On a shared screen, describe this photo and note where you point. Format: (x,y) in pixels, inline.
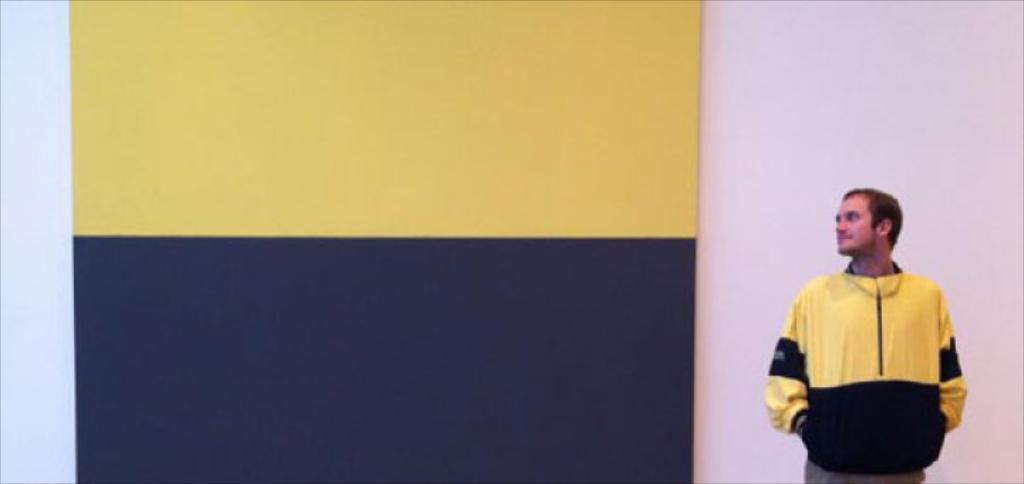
As we can see in the image there is a wall (753,210) and a man (852,298) wearing yellow color jacket (871,353).
